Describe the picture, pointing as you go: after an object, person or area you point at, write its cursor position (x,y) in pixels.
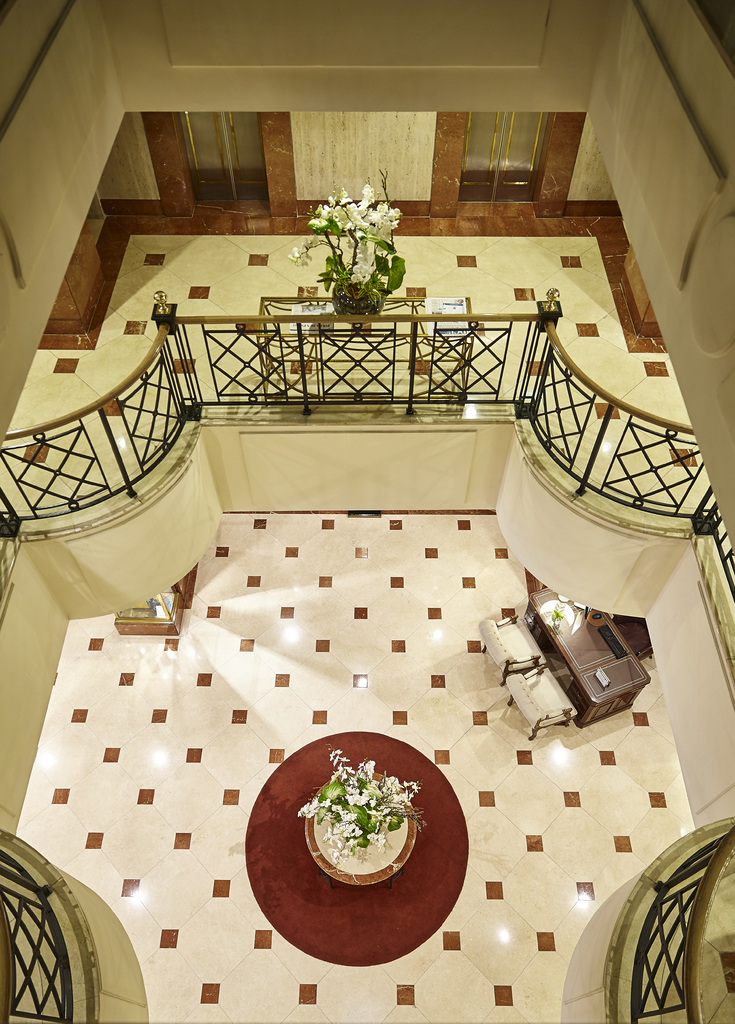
In this image we can see a room (417,719) containing the floor (329,660), flower pot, table (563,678) with chairs (520,667), fence (452,378), wall (347,166) and the doors (201,193).
